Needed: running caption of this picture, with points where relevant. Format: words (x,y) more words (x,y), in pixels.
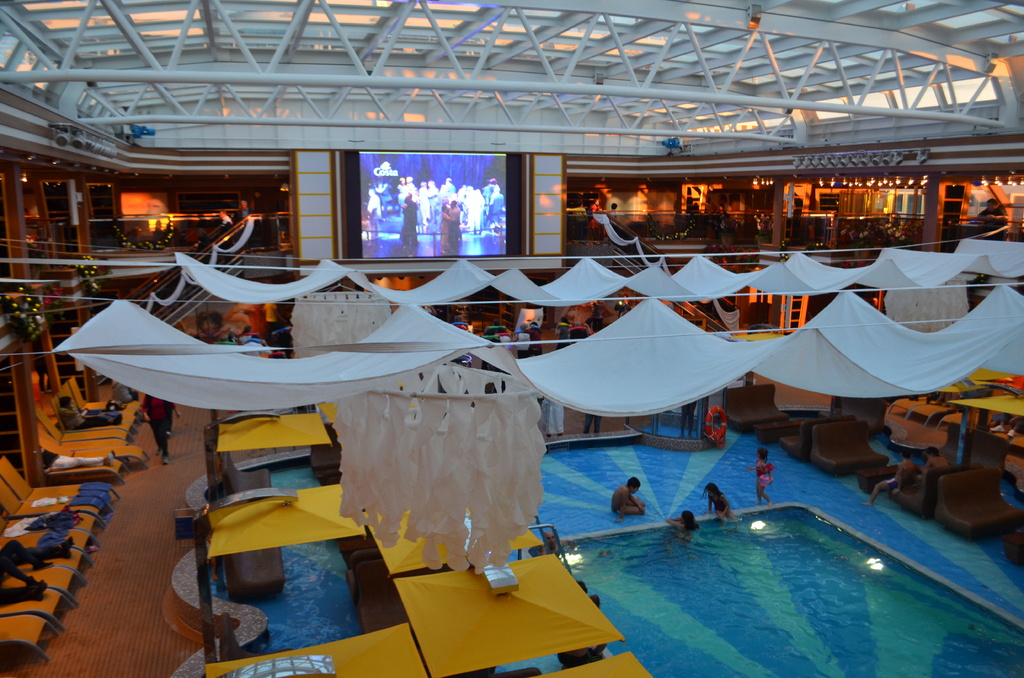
In the picture we can see a swimming pool (299,612) in the shed (979,109) with some floor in it and a screen (404,212) to the wall (542,247) and some people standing on the floor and some children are playing in the pool (826,628) and beside the pool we can see some chairs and some clothes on it.
